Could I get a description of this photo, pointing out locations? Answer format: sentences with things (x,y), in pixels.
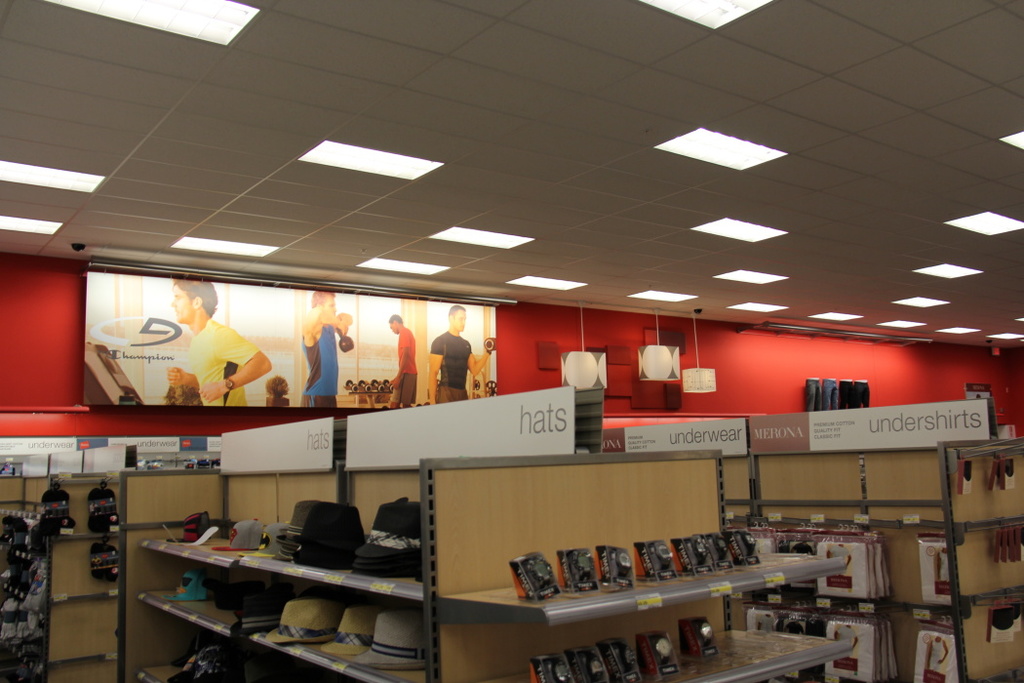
As we can see in the image there are posters (95,362), banner (440,362), red color wall (745,352), lights (999,226) and shelves (311,568). In shelves (368,575) there are hats (241,607), bags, watches (521,560) and covers (837,581).
